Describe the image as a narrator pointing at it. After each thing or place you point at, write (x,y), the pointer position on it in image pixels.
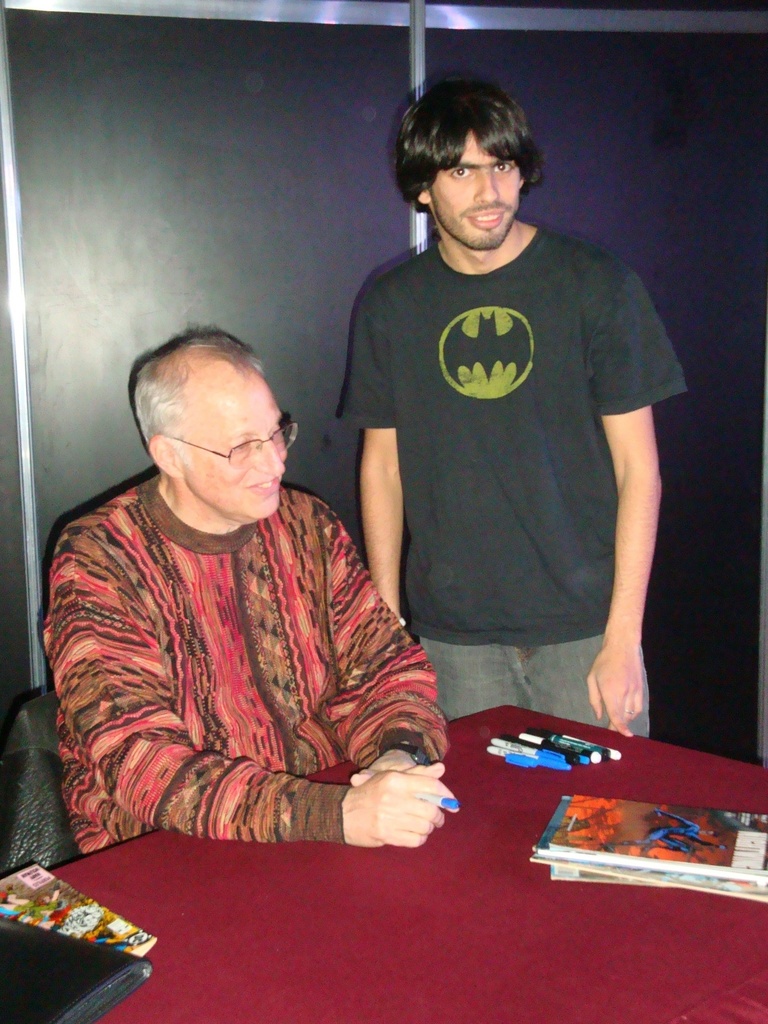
In this image I can see two people (330,521) with different color dresses (538,415). I can see these people (413,490) are in-front of the table (345,1009). On the table (345,982) I can see the books (562,873), pens (515,763) and the black color object (44,964). I can see the black color background (270,197).
